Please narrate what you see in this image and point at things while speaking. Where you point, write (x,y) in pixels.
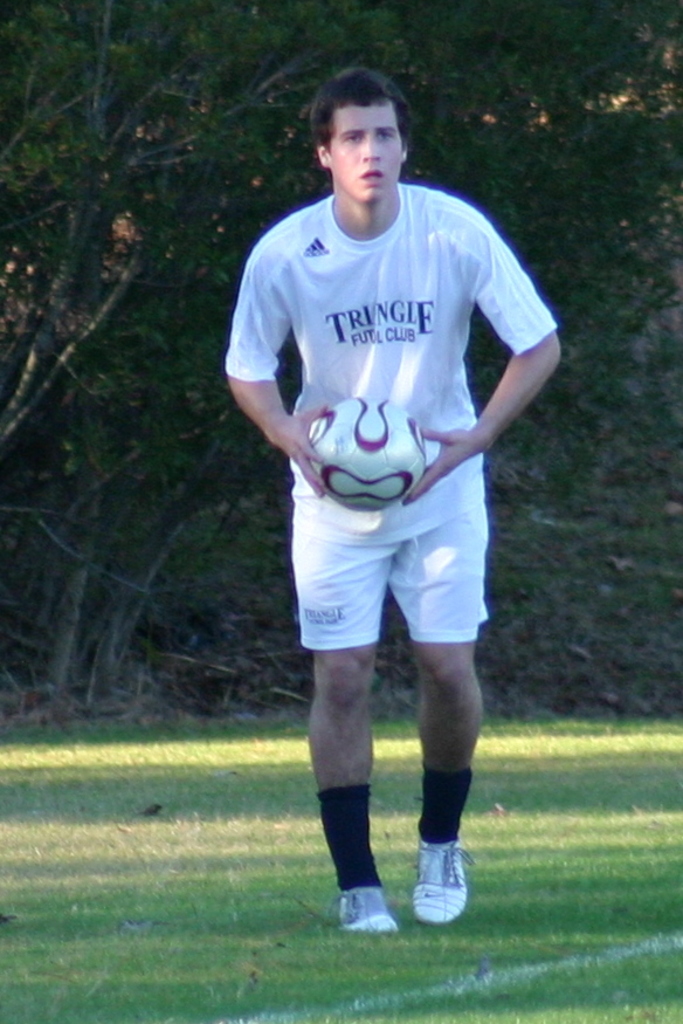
This is a picture taken in the outdoors. The man (315,256) in white t shirt (358,287) was holding a ball (378,462) and walking in a ground (285,923). Behind the man (360,362) there are trees (524,226).
